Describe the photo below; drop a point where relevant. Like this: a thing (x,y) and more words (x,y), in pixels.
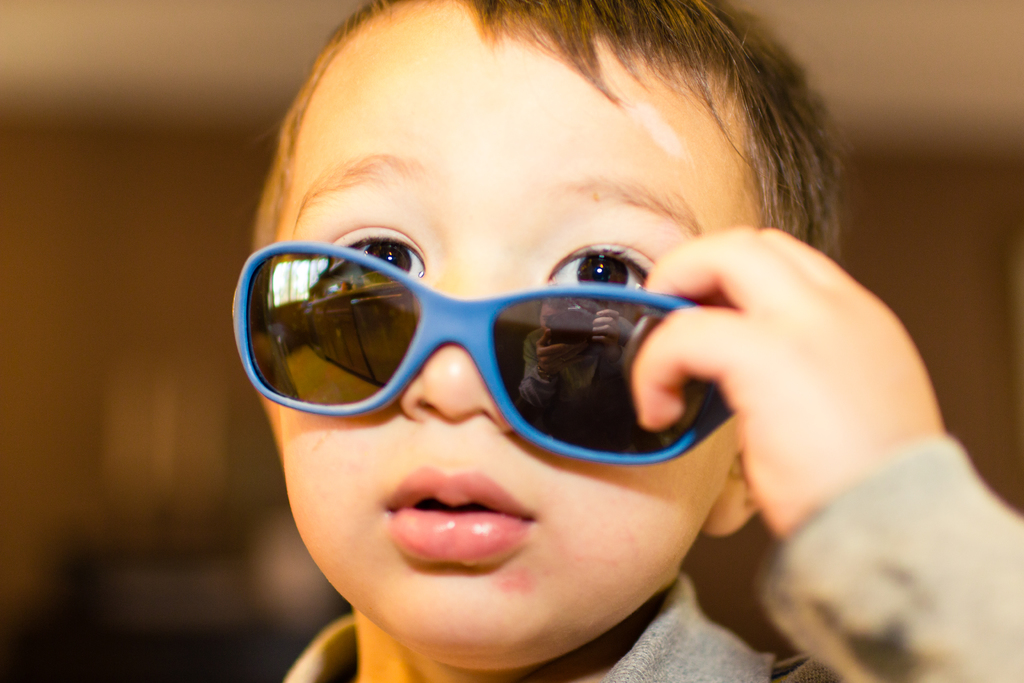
In this picture we can see a boy (803,596) wore goggles (581,397) and in the background (134,317) it is blurry.
